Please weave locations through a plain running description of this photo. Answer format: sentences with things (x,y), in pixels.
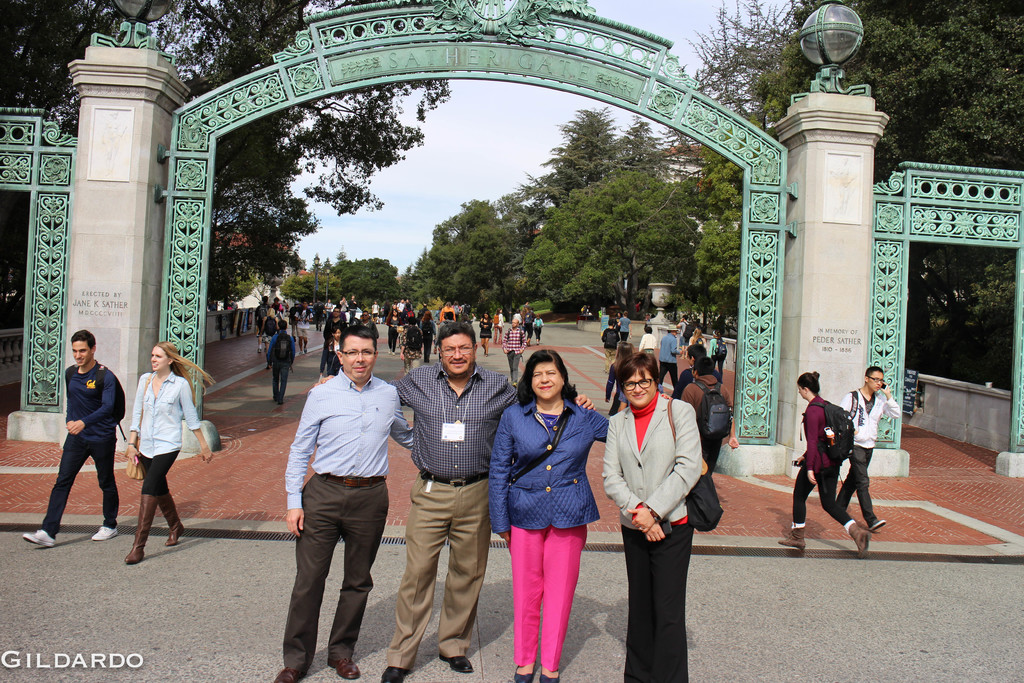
In the foreground (494,441) I can see two men (439,431) and two women (685,437) standing, smiling and giving pose for the picture. At the back of these people (348,518) I can see an arch (653,91). In the background (284,351) many people (402,320) are walking on the road (384,359). On both sides of the road (399,362) I can see the trees (234,209). At the top of the image (642,12) I can see the sky (640,15).
